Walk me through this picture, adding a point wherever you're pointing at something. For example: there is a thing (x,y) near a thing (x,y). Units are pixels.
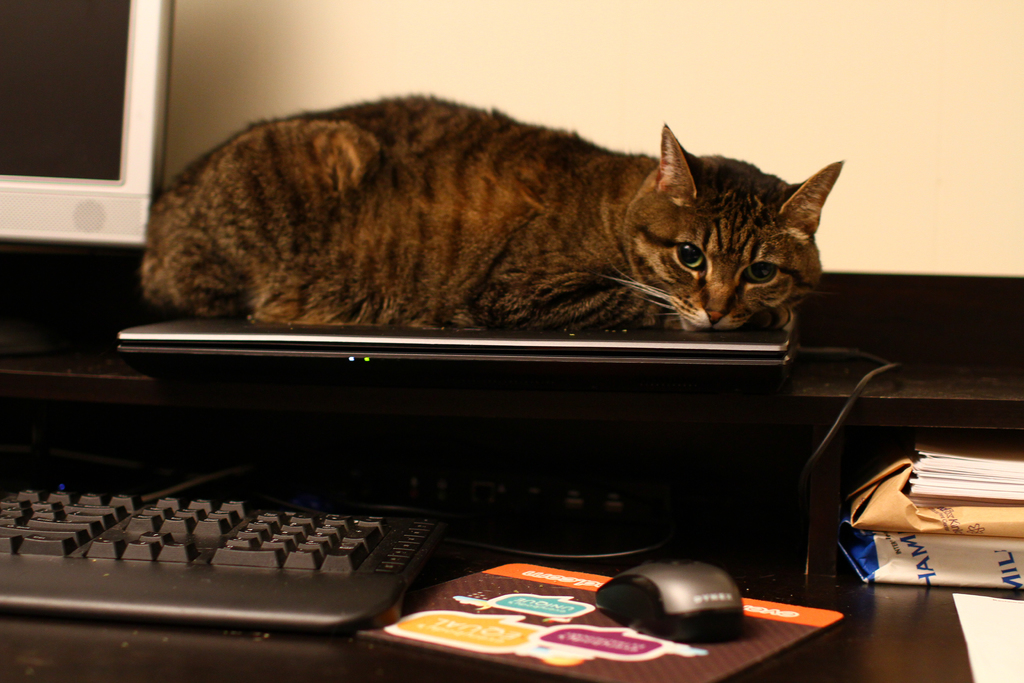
In this image I can see keyboard (170,548), a monitor (125,42) and a laptop (440,349). I can also see a cat (409,319) near laptop (524,334). Here I can see a mouse (666,597).
